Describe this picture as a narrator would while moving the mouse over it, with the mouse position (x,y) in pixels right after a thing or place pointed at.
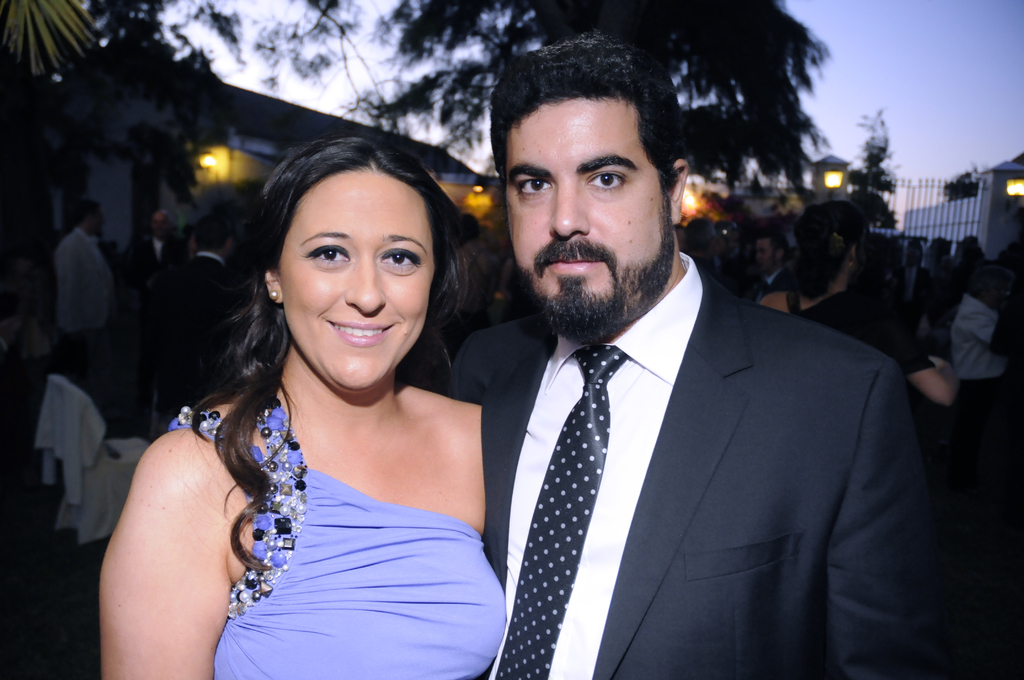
There is a man (503,343) and a woman (282,648) posing to a camera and she is smiling. In the background (881,295) we can see group of people (864,320), lights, trees (82,2), houses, and sky (921,119).
